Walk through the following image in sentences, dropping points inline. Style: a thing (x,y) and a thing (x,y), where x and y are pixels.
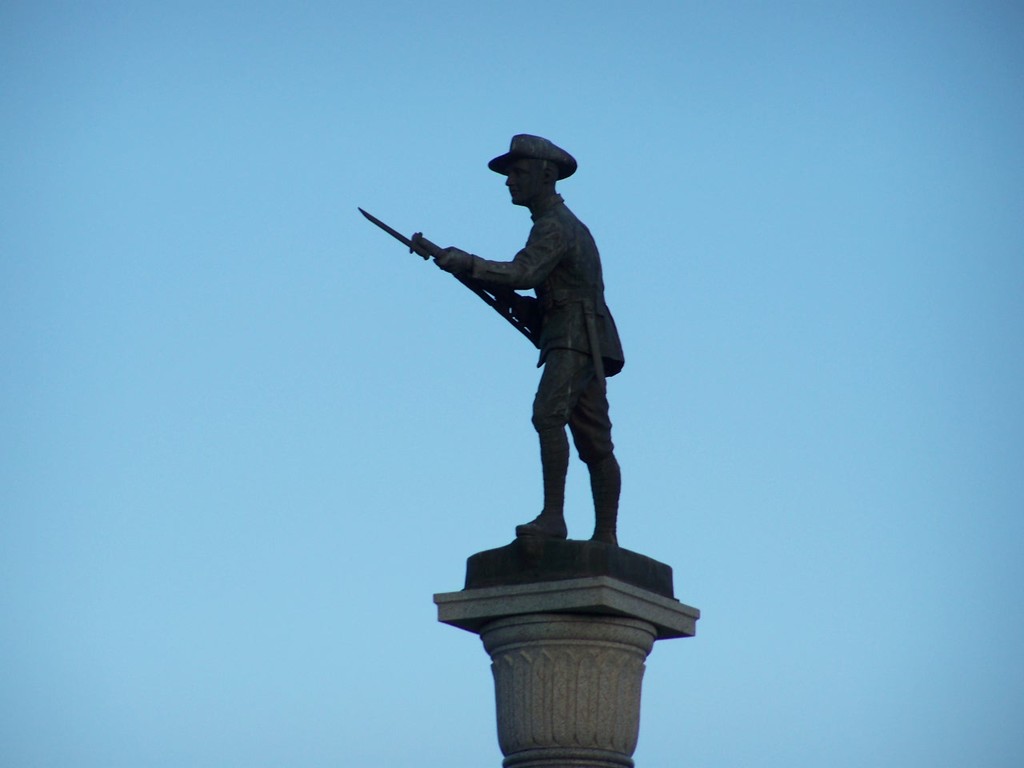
This image is taken outdoors. In the background (185,526) there is the sky (669,415). In the middle of the image (552,380) there is a statue (537,339) of a man (571,392) holding a gun (479,284) in his hands (464,266) on the pillar (538,664).
